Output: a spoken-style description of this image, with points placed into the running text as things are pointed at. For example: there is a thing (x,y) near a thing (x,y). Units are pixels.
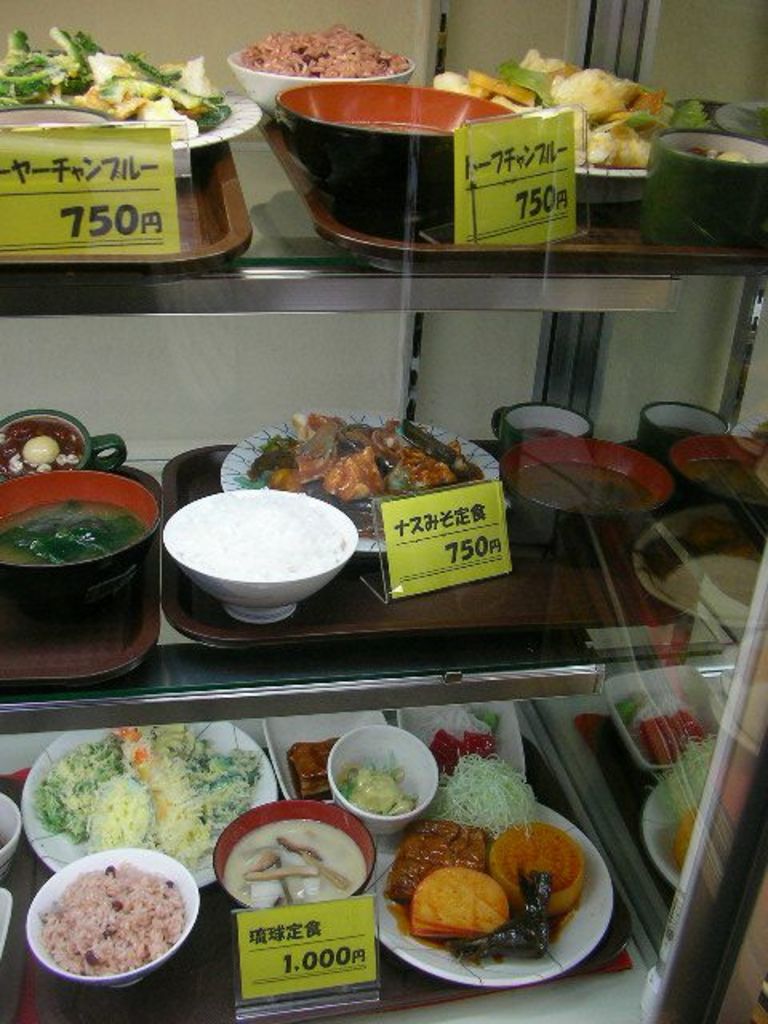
In this image, we can see some food items (300,475), eatable things (97,542) are in the bowl (62,500) and plates (506,753). Here we can see these bowls (422,188) and plates (296,721) are placed on a trays (409,993). These items (352,736) are placed on the shelves (310,698). Here we can see name boards (279,948). Right side of the image (693,641), there is a mirror (697,659). Background (294,354) we can see a wall (284,353).
